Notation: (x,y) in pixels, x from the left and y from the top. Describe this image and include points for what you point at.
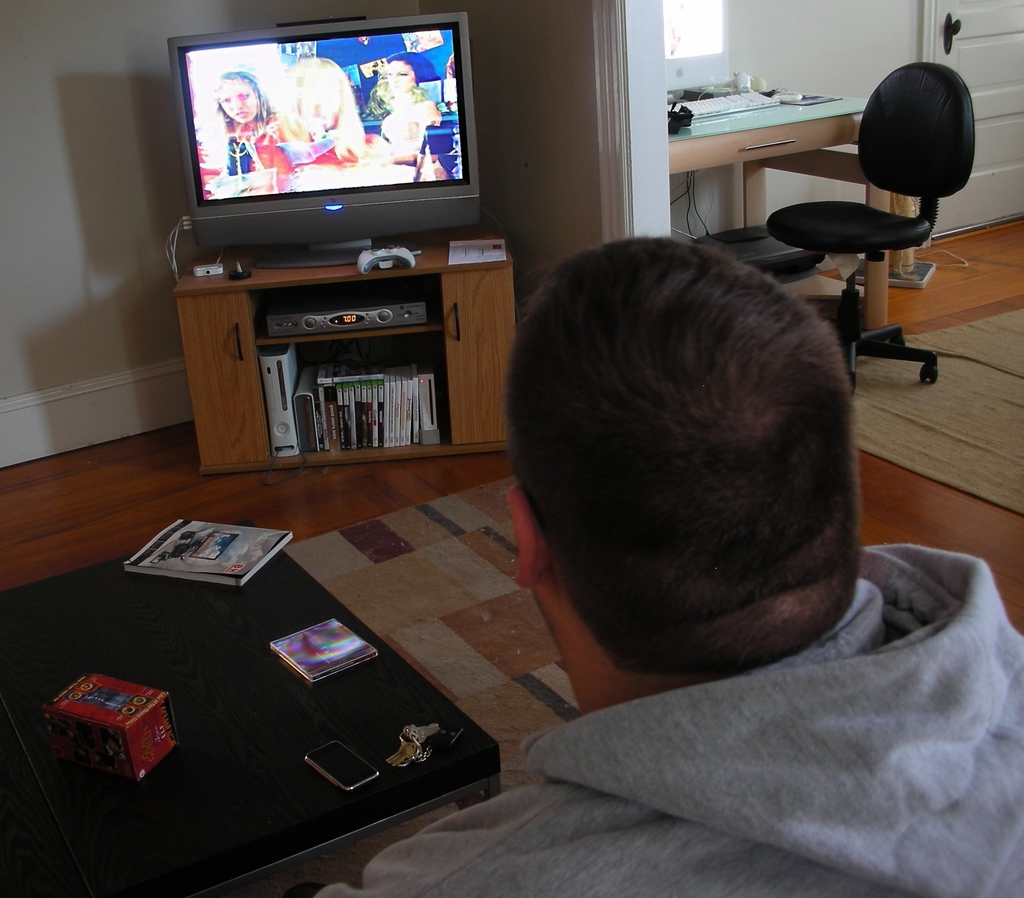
In this image I can see a man (716,550) sitting in front of a table (239,643) and watching TV (344,225) which is on the table (255,339). I can also see there is a chair (890,166).
